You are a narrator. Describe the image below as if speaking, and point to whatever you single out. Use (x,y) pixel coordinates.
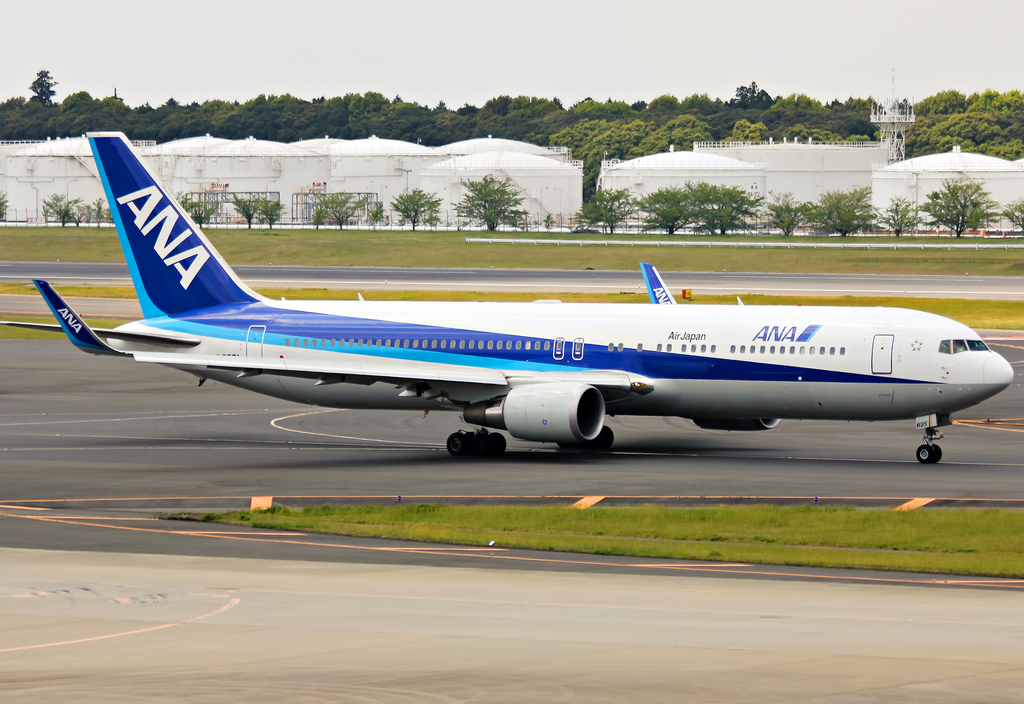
In this image we can see a aeroplane (603,412). In the background of the image (645,149) there are trees (943,127), white color buildings (521,159) and sky (428,64). At the bottom of the image (377,656) there is road (448,608).
